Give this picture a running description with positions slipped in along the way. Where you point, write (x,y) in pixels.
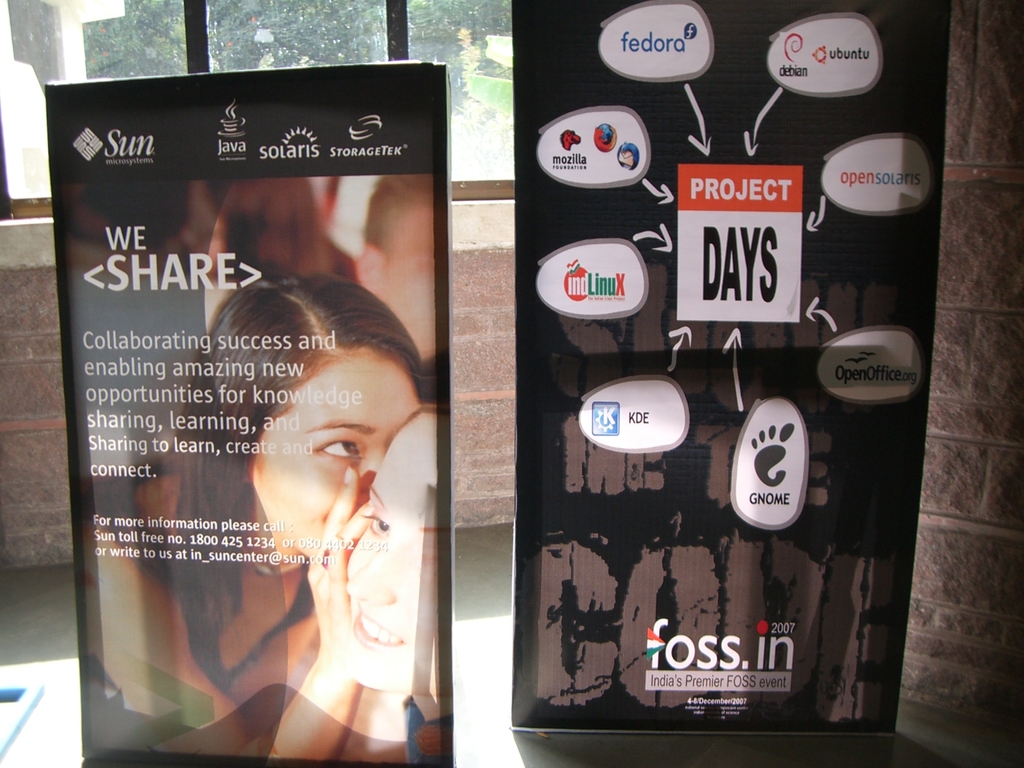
In the picture we can see inside the house (987,172) with a glass window (23,207) and near to it, we can see two hoardings (134,413) which are placed on the path (18,672) with some advertisements (396,452) on it.
